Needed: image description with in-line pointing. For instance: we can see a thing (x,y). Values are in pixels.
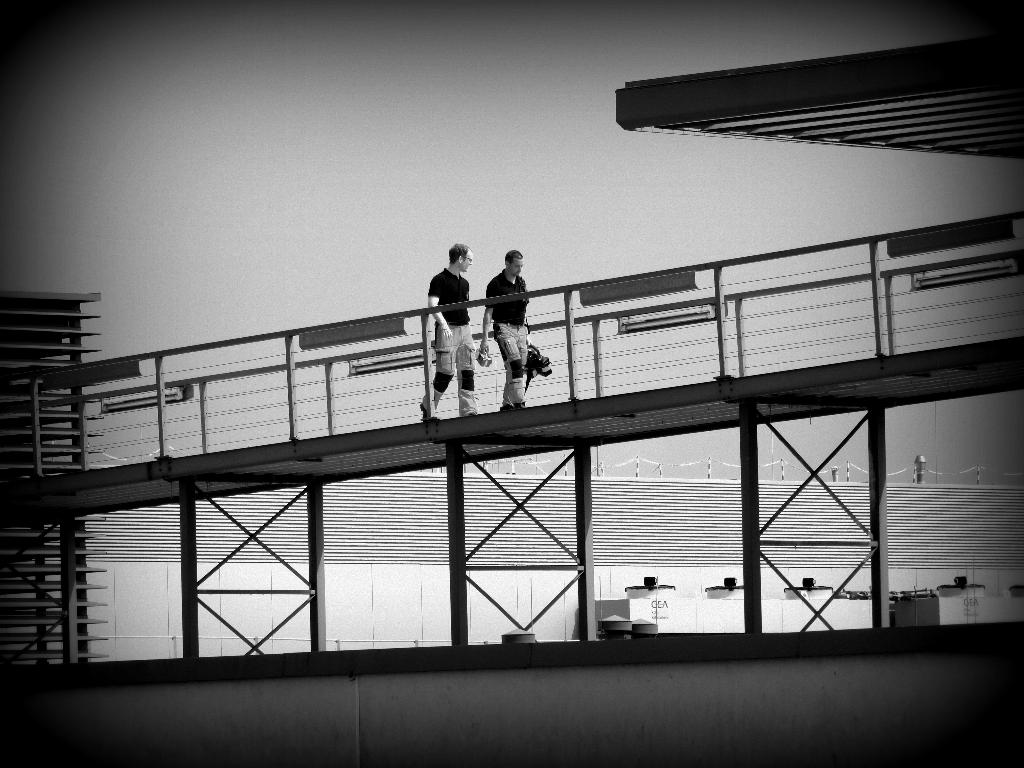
This is a black and white image. In the middle of this image (520,331), there are two persons (517,267) walking on a bridge (272,418) which is having two fences (741,342). In the background (658,530), there is a building (664,536) having a roof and there is sky (366,90).
